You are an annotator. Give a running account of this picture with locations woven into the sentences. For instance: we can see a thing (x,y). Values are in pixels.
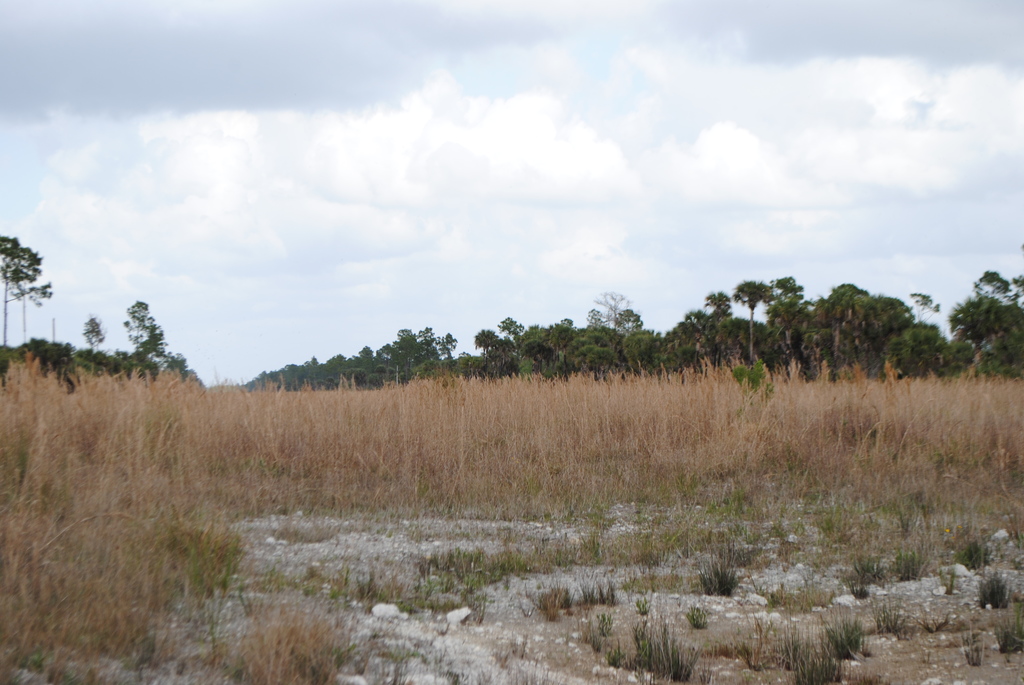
In this image we can see dry grass (184,514). In the background of the image (211,338) there are trees (7,302), sky (464,302) and clouds (454,273).
